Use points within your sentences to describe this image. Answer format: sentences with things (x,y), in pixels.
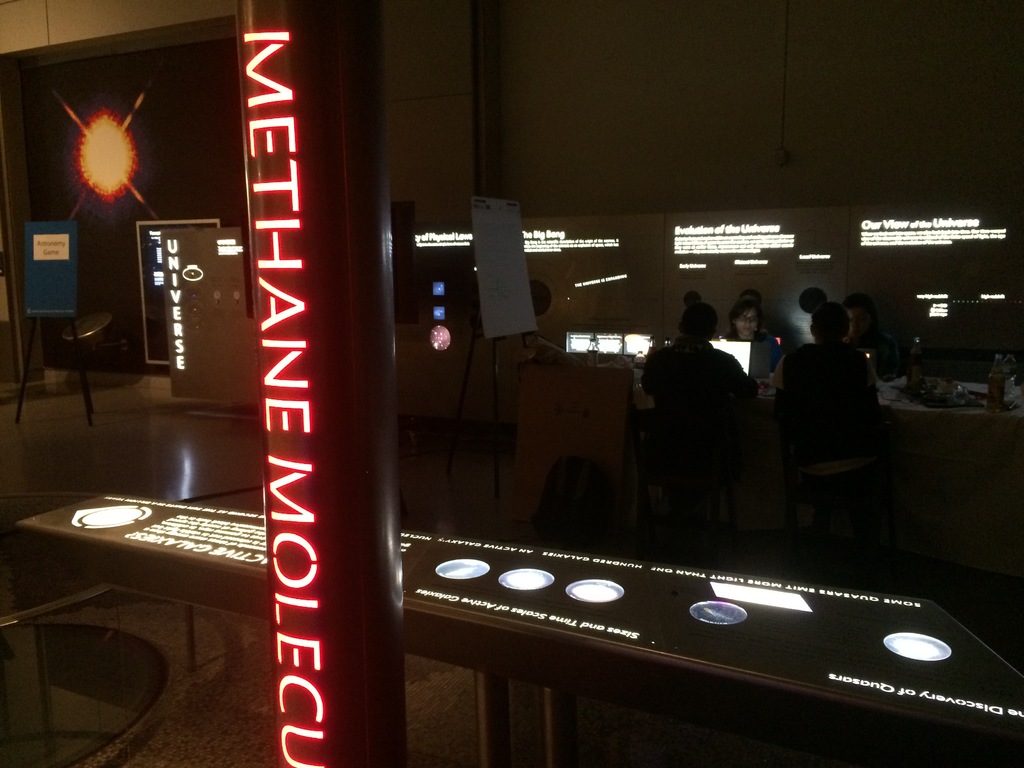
This picture is taken in a dark room (412,79). In the center (354,499) there is a pillar (277,6) and a text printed on it which is glowing. Behind this pillar (389,556) there is a table (742,641) and some text (710,576) printed on it which is also glowing. In the right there are four people (882,417) sitting besides a table (882,398). In the background (848,217) there is a wall (583,147), a board (167,231) and a door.
